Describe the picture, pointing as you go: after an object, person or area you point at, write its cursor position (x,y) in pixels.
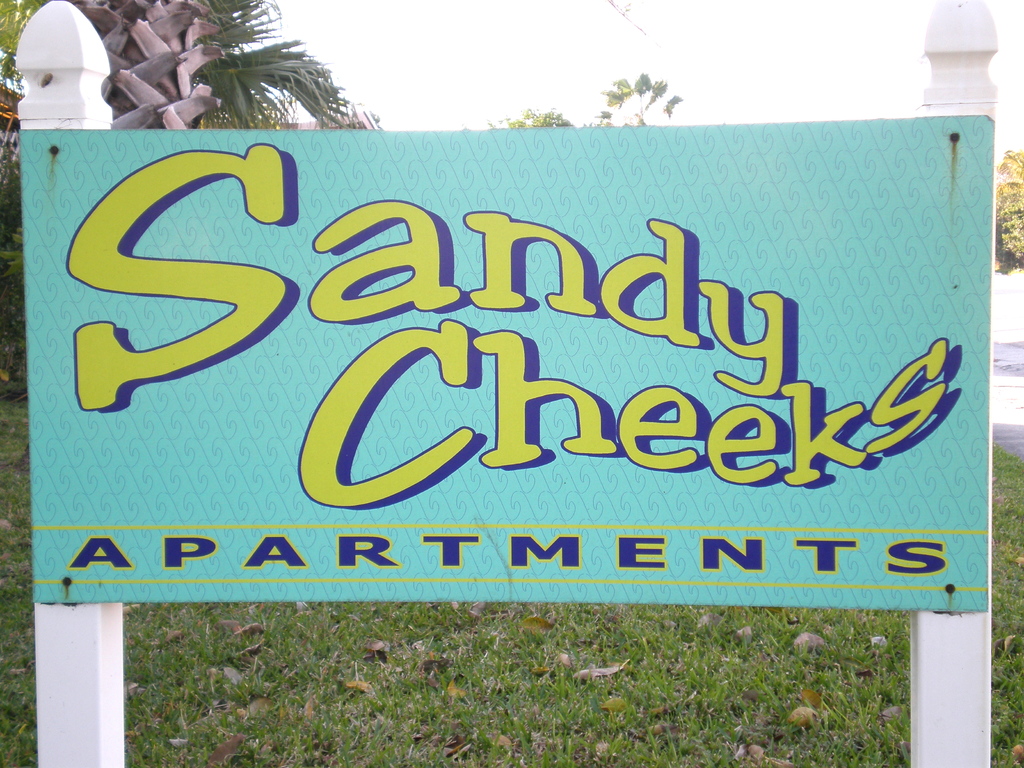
In this picture we can see some text (449,560) on a blue board (551,207). This blue board (292,265) is visible on the poles (949,94). We can see a few dry leaves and stones (736,751) on the grass (362,632). There are some trees (271,72) visible in the background (291,71).
